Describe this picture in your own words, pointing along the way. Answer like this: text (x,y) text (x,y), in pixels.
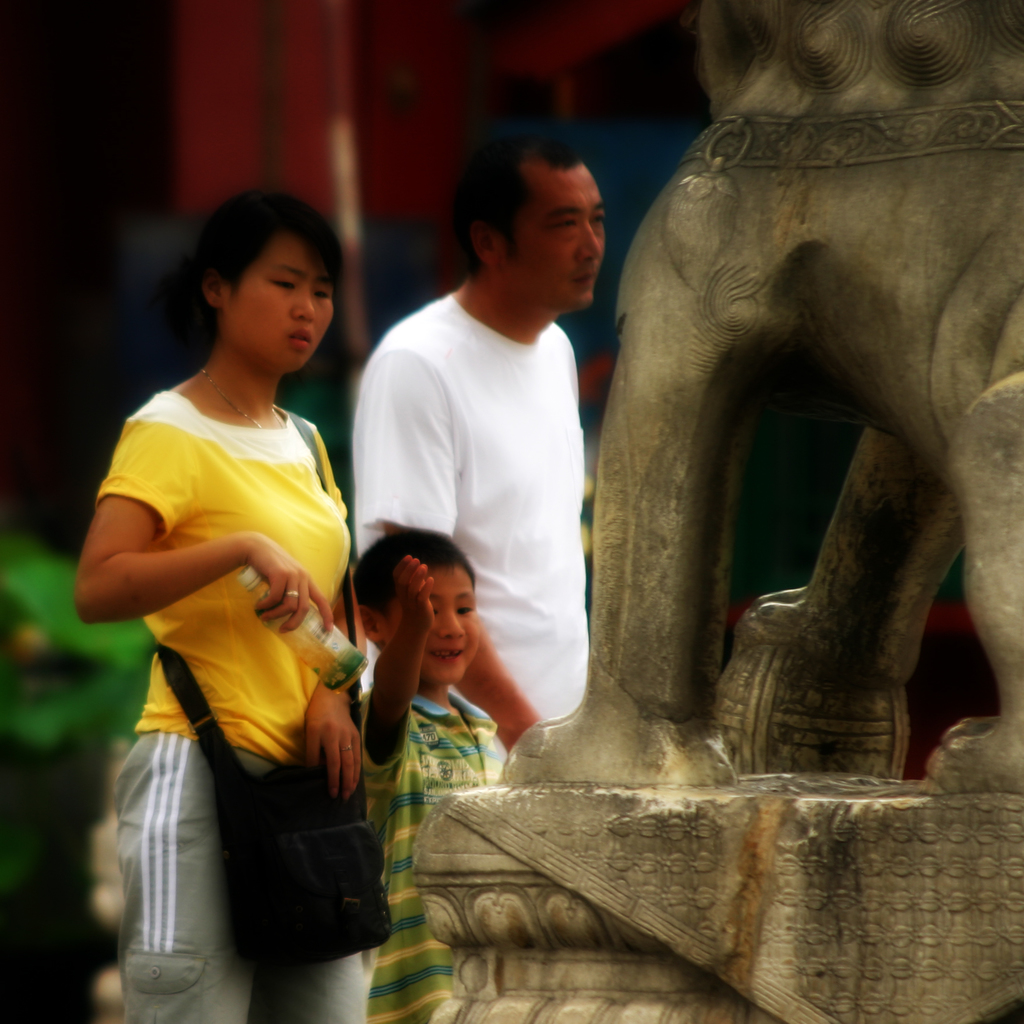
In this picture we can see three people (461,391) standing near to a statue (956,394). Here we can see this woman (298,608) holding a bottle (336,635) with her hand (246,553). This is a bag (288,868) in black color. Background (588,88) portion of the picture is blur.
